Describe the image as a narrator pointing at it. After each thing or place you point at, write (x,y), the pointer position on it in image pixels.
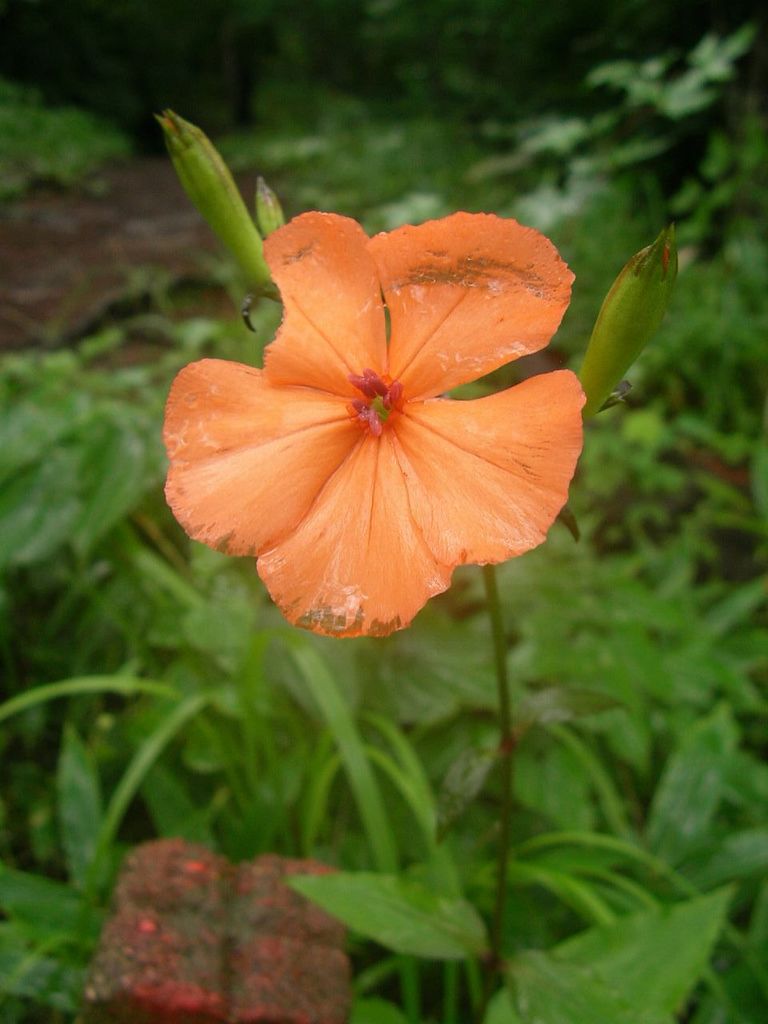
There is a flower (377,360) with stem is present in the middle of this image (417,452). We can see plants (160,445) in the background (152,536).
